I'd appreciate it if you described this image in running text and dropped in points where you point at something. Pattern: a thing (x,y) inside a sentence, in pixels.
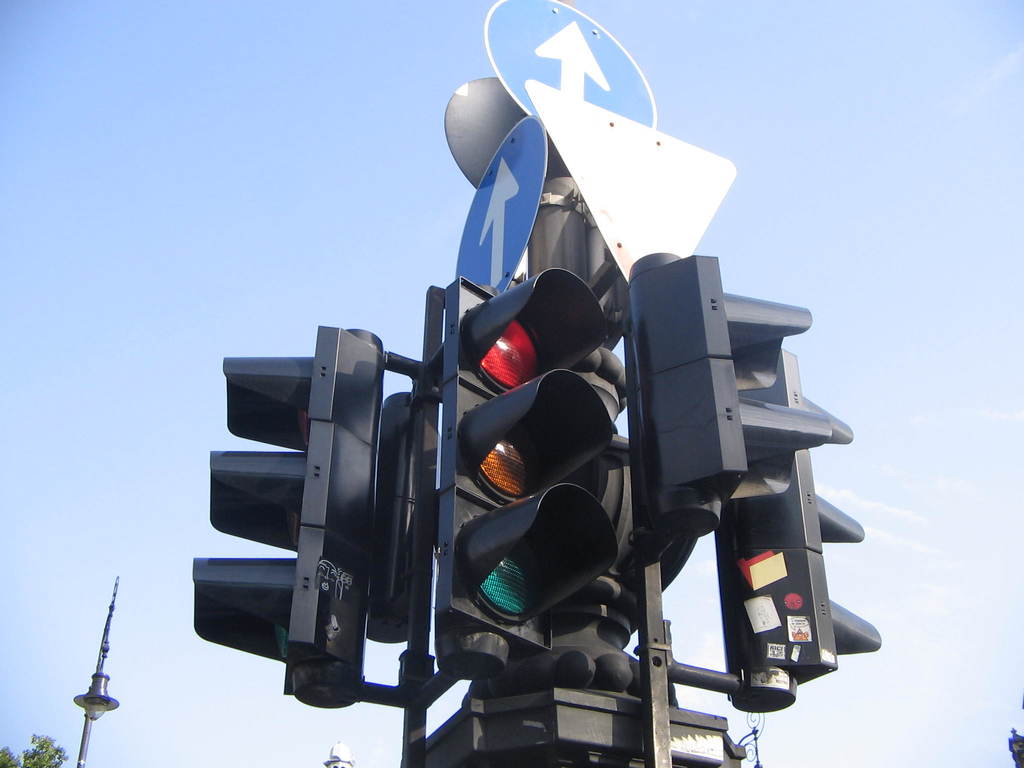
In this image we can see signal lights (527,366), sign boards (531,169), light pole (105,703) and sky (263,134).
